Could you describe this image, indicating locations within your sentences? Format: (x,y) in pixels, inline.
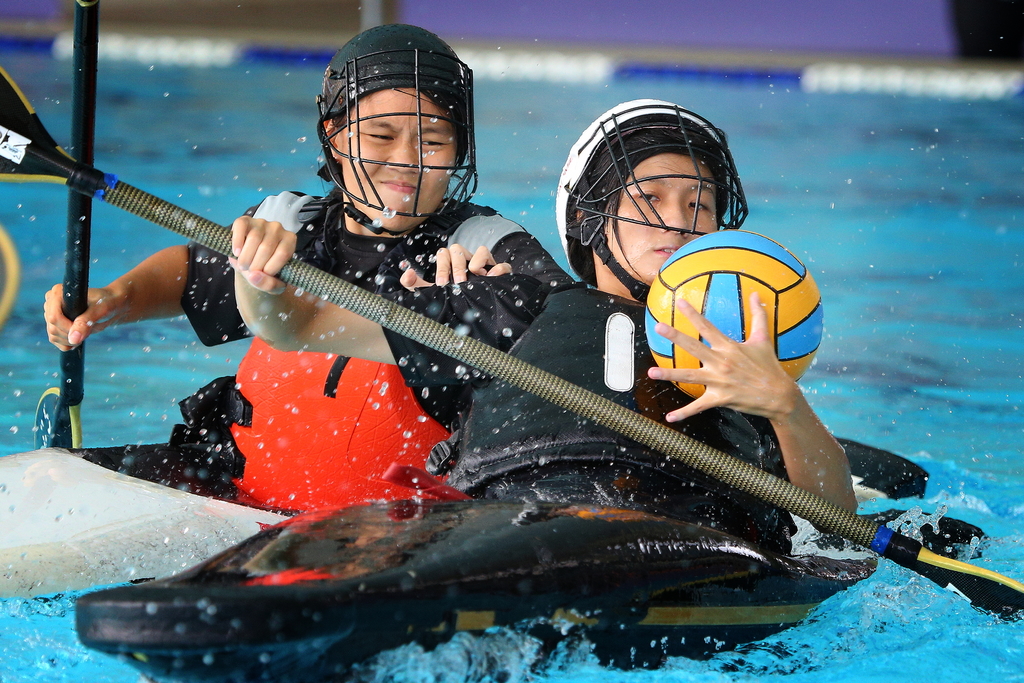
In this image there are two people (671,461) riding the boat (577,610) in the water (890,314). They are holding the shaft (73,78) and a ball (693,388) in their hands (687,374).
